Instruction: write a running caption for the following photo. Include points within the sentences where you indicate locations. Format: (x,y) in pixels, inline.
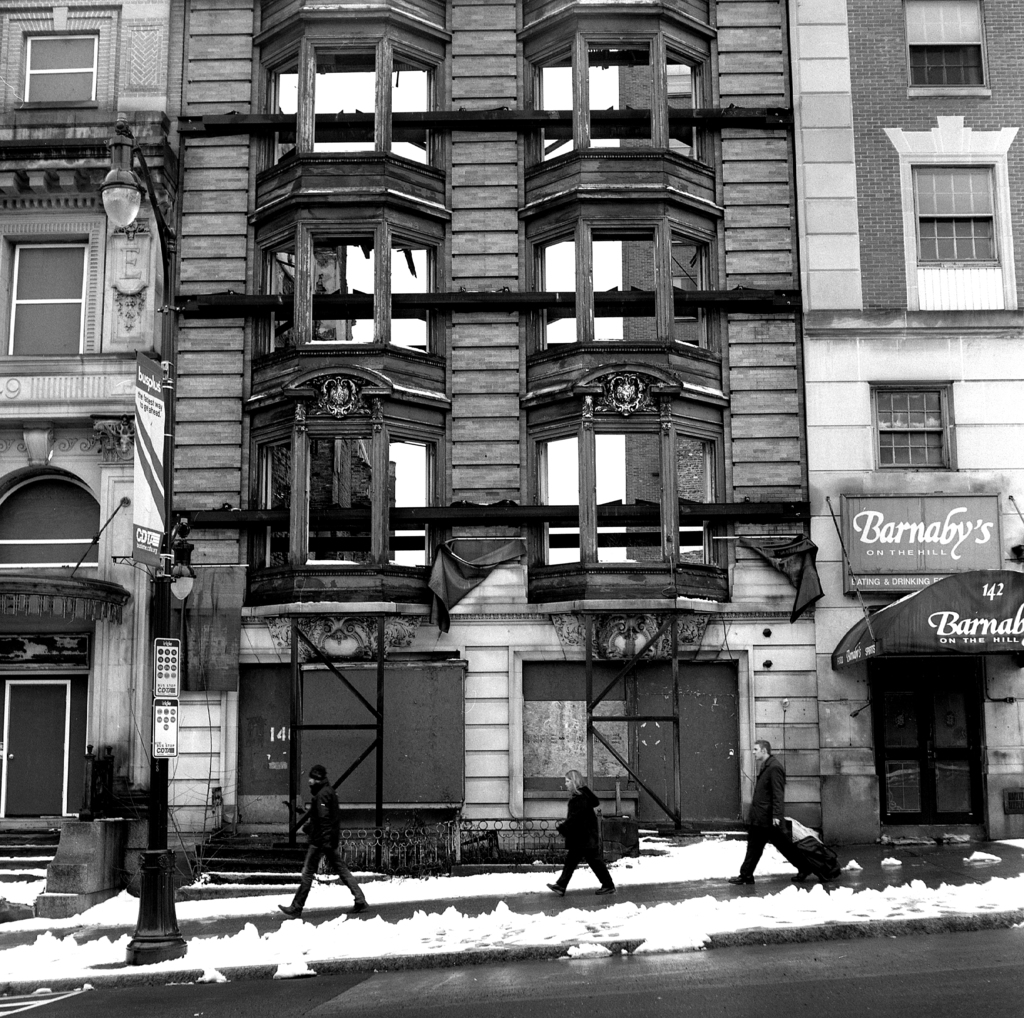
This is a black and white picture. I can see people (575,836) walking, there is snow (638,927) on the road (990,947), there are buildings (550,603), lights (183,575), poles (167,596), boards (155,512).
